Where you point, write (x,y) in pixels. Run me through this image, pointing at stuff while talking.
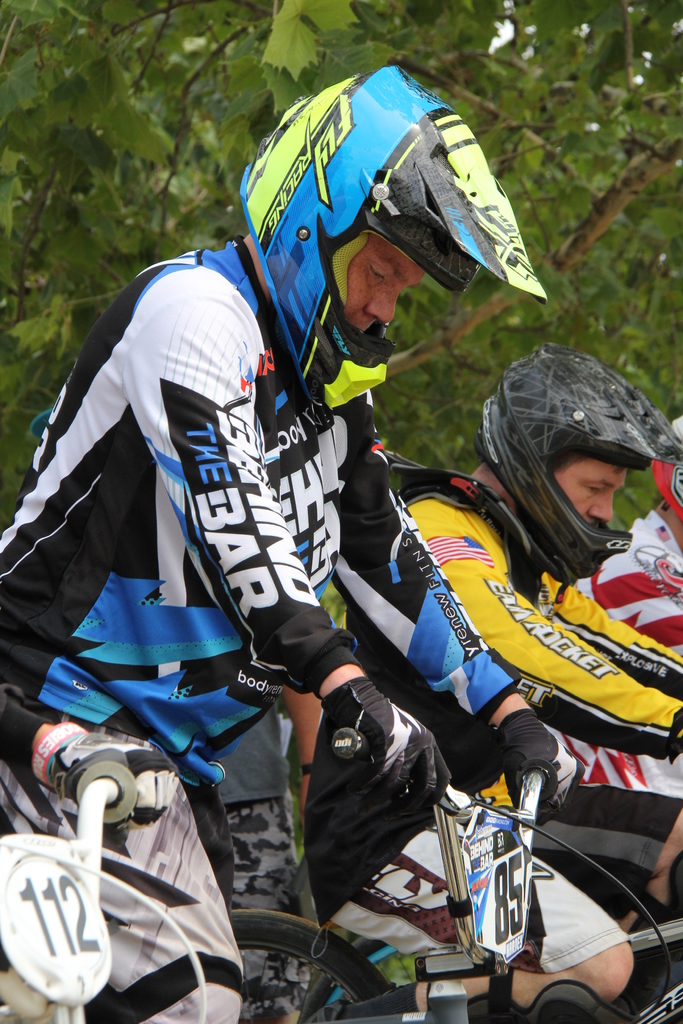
In this image I can see some people (392,691) are sitting on the bicycles (351,996). In the background (81,125), I can see the trees (568,203).
